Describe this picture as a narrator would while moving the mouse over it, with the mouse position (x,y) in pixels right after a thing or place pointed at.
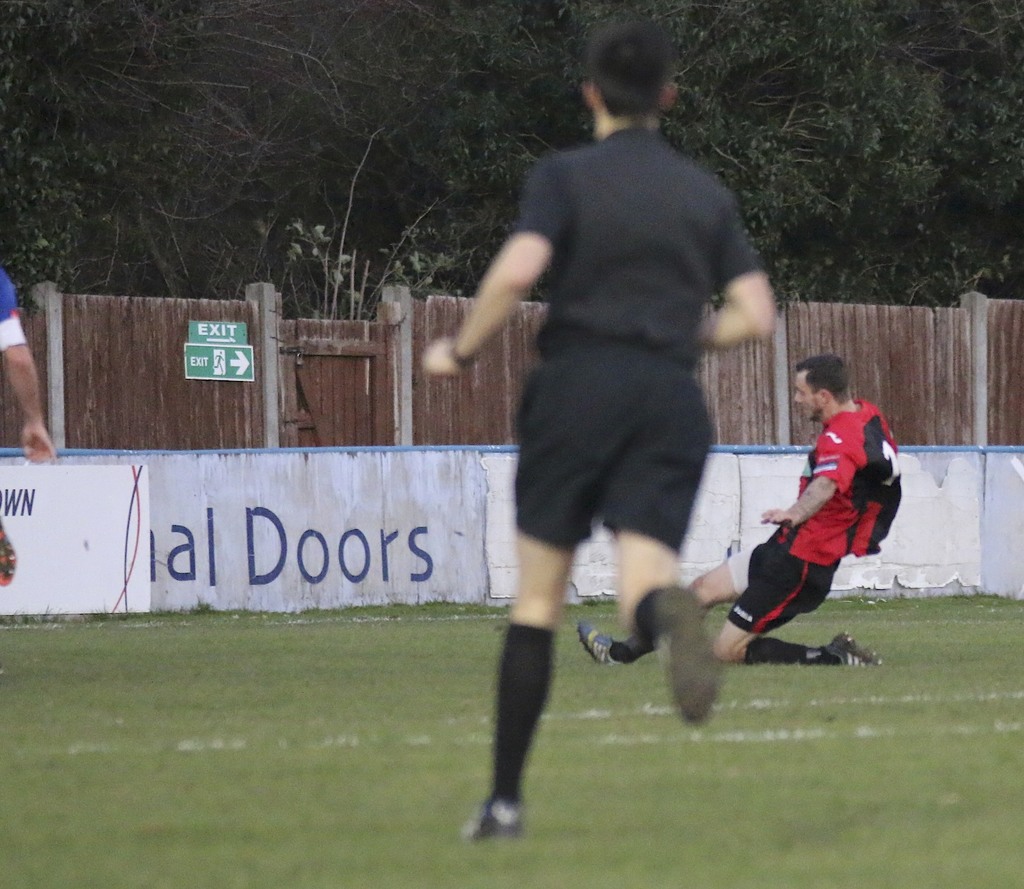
In the center of the image (643,562) we can see people (654,638) playing a game. In the background (56,430) there is a fence (293,437) and we can see trees (944,236).
